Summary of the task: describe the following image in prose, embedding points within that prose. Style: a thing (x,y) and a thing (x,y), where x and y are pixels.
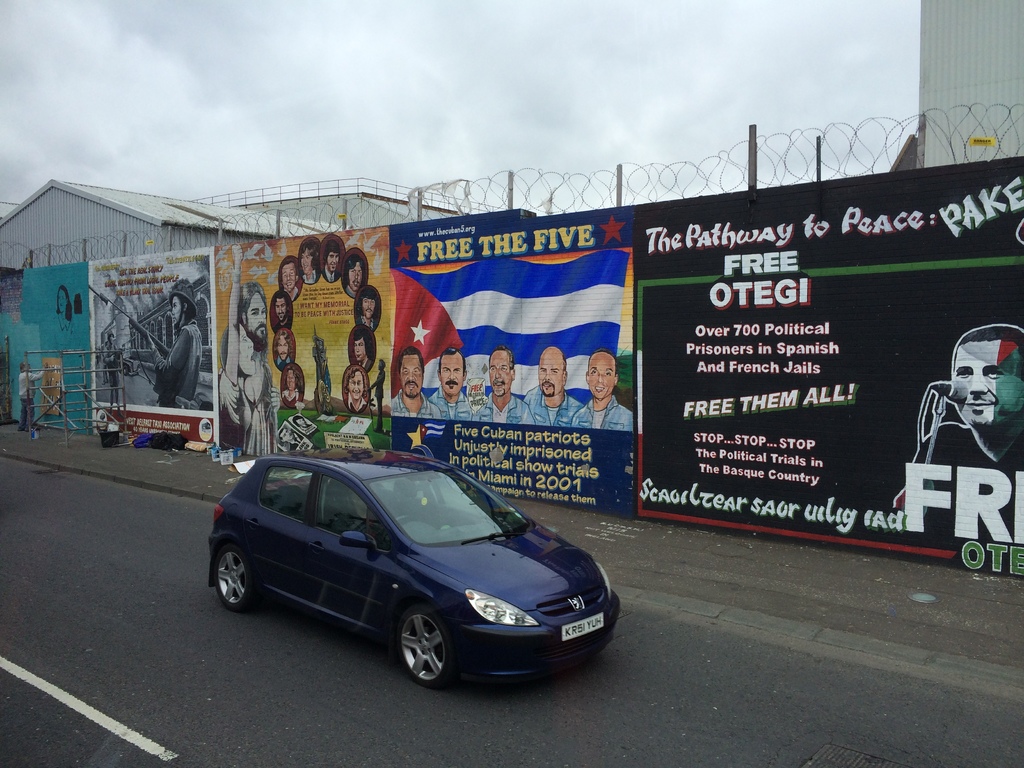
Here in this picture we can see a car (339,504) present on the road (150,578) and beside that on the wall (710,376) we can see banners (468,265) present and at the top (820,140) we can see fencing (273,227) present and beside that we can see a shed (29,223) present and we can also see a person (24,381) standing in front of the shed (73,203) and we can see the sky (138,90) is cloudy.
